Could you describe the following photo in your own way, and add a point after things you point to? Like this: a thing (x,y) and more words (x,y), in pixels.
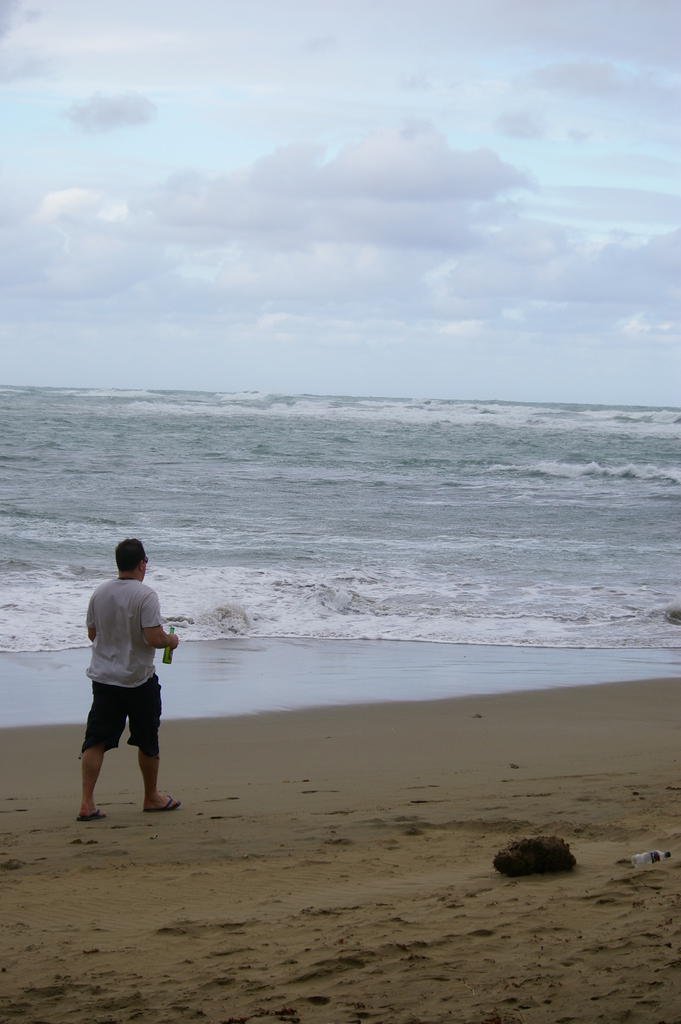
In this image I can see a man (111,644) is standing on the ground (37,997) and I can see he is holding a bottle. I can also see he is wearing white t-shirt (128,583), black shorts (125,689) and slippers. On the bottom right side of the image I can see a bottle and in the background (463,631) I can see water (285,420), clouds (618,7) and the sky (435,90).
